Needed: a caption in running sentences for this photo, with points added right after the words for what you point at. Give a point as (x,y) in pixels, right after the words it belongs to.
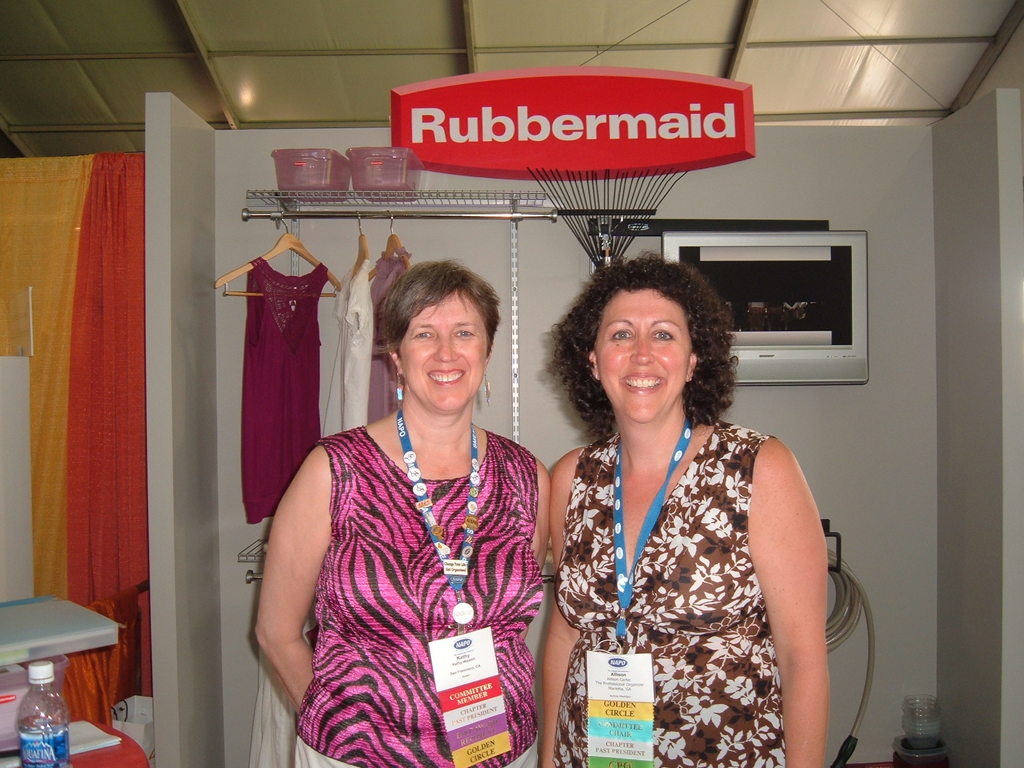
On the background (574,251) we can see a wall (440,249) and few clothes (317,286) hanged over a stand (402,195), few boxes (331,179) over a stand (331,192). This is a board (686,141). This is a screen (778,343). Here we can see two women (542,535) standing wearing id cards (634,653) and they both hold pretty smile on their faces (454,355). At the left side of the picture (136,681) we can see a water bottle (50,711) and curtain (93,320).
